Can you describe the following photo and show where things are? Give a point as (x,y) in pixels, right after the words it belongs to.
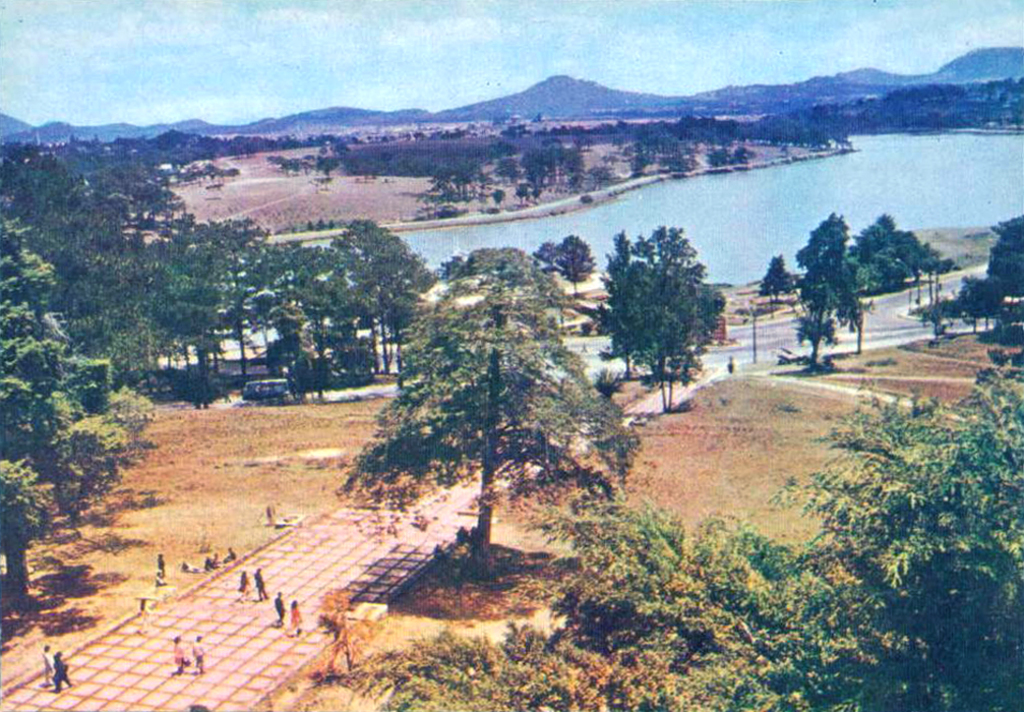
In this image we can see few people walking on the floor (362,568), there is a vehicle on the road (771,330) and there are few trees (33,266), water (761,184), mountains (315,118) and sky (440,51) on the top (558,67).
